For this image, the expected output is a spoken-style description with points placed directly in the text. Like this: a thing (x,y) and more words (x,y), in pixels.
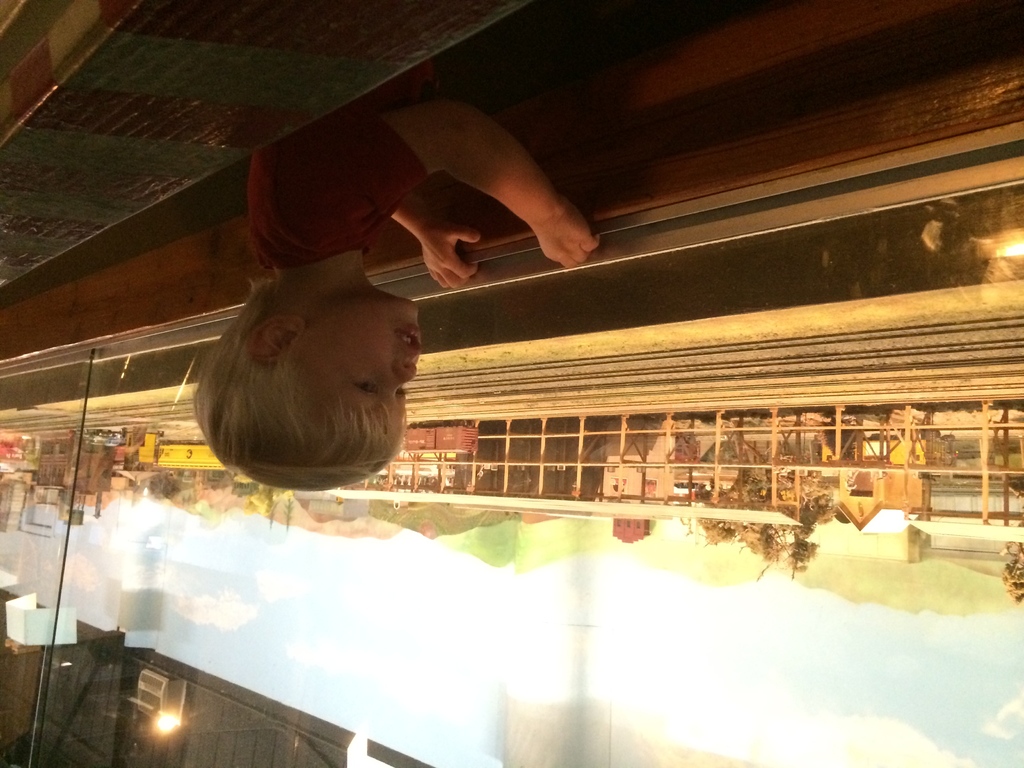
In this picture we can see a child (275,410), fence (612,445), buildings (116,464), trees (756,534), lights (174,714) and in the background (689,646) we can see the sky (634,644) with clouds (708,646).
